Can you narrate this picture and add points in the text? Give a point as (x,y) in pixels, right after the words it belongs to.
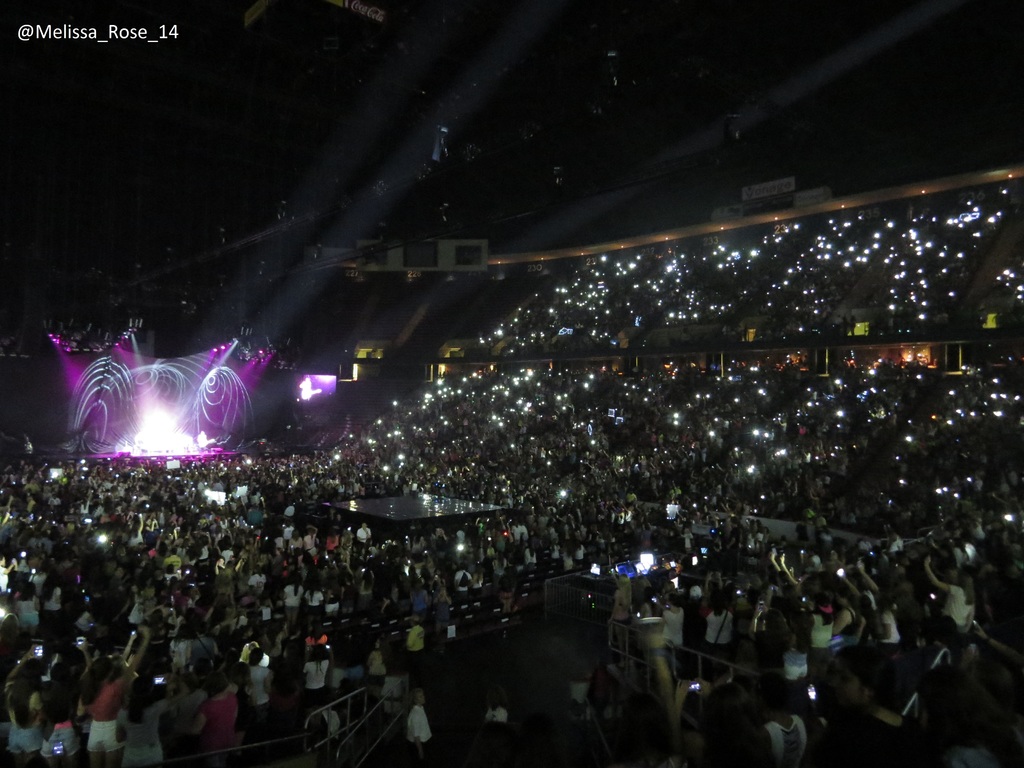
In this picture I can see group of people (594,409) and I can see few lights (258,368) and looks like a screen (310,383) displaying in the back (336,389) and I can see text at the top left corner of the picture (60,28).
